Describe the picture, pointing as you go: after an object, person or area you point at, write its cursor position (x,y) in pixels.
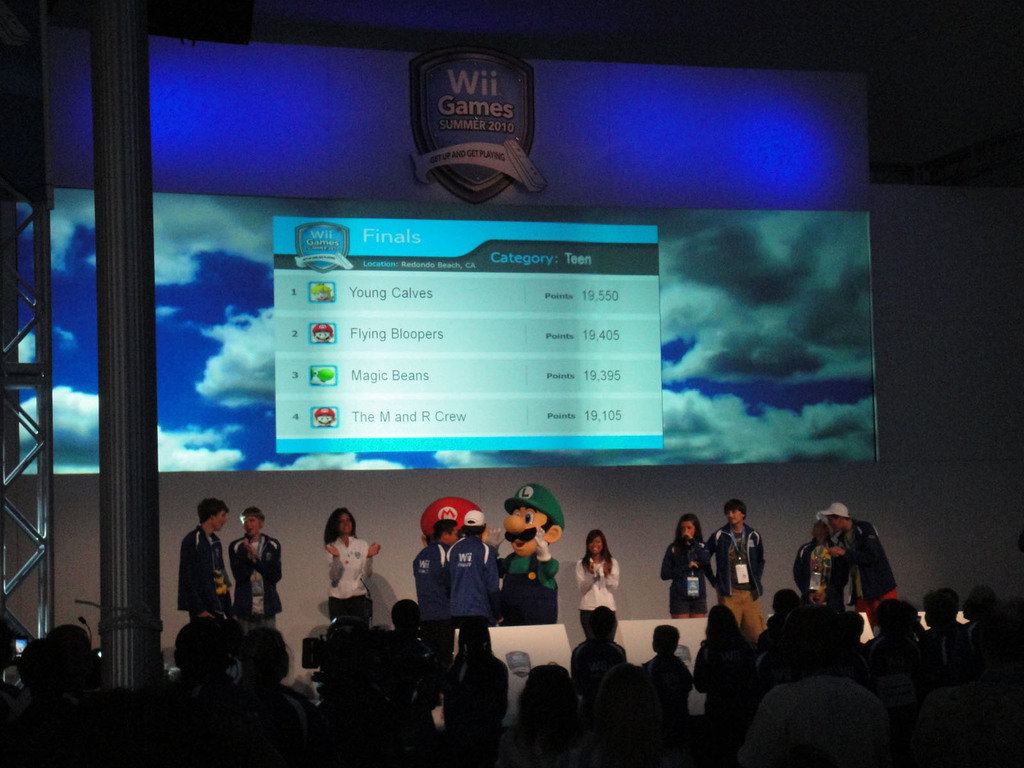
In this picture I can see some persons (517,557) who are standing on the stage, beside them I can see the projector screen (591,436). In the screen (549,461) I can see the scoreboard (605,427), logo (457,125), sky (718,388) and clouds (775,427). At the bottom (733,723) I can see the audience (422,642) who are standing and some persons (796,738) are sitting on the chair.
